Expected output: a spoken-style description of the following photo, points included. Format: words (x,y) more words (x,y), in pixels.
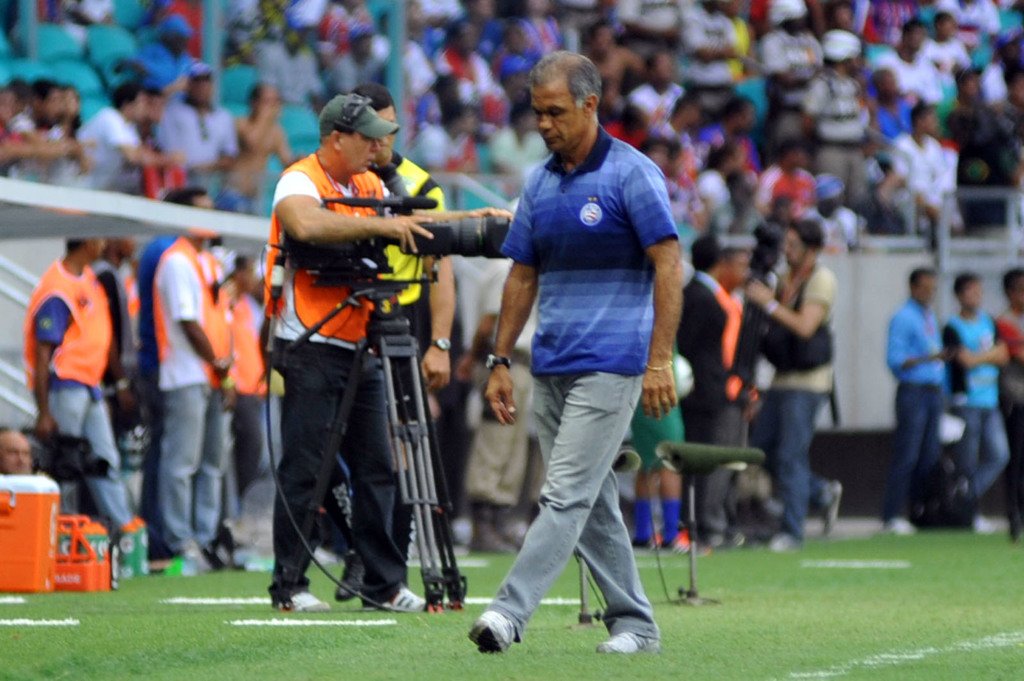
In this image we can see a person (588,238) walking on the ground (569,597). We can also see a person (370,303) holding a camera (381,281) with a stand (394,294). On the backside (178,386) we can see a container (18,538) and a group of people (55,157) beside the fence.
